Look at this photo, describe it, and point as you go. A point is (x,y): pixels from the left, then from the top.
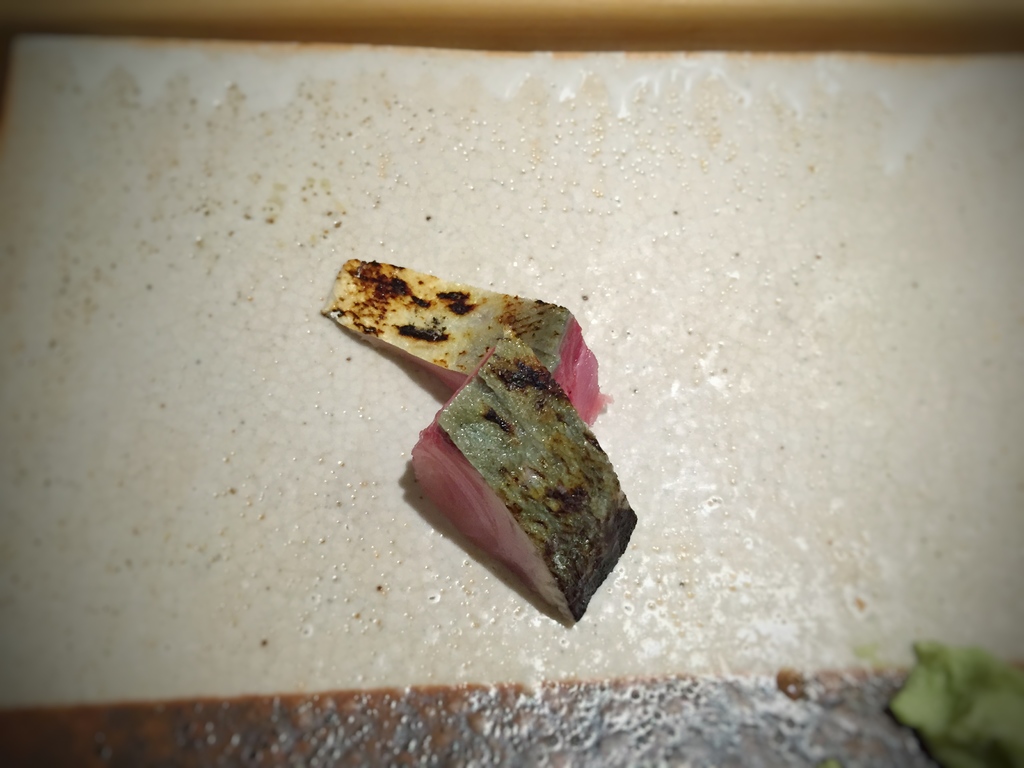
In this image I can see the white colored surface (701,225) and on it I can see few pieces of food items (526,338) which are grey, black, brown, cream and pink in color. To the right bottom of the image (899,716) I can see the green colored object (946,697).
